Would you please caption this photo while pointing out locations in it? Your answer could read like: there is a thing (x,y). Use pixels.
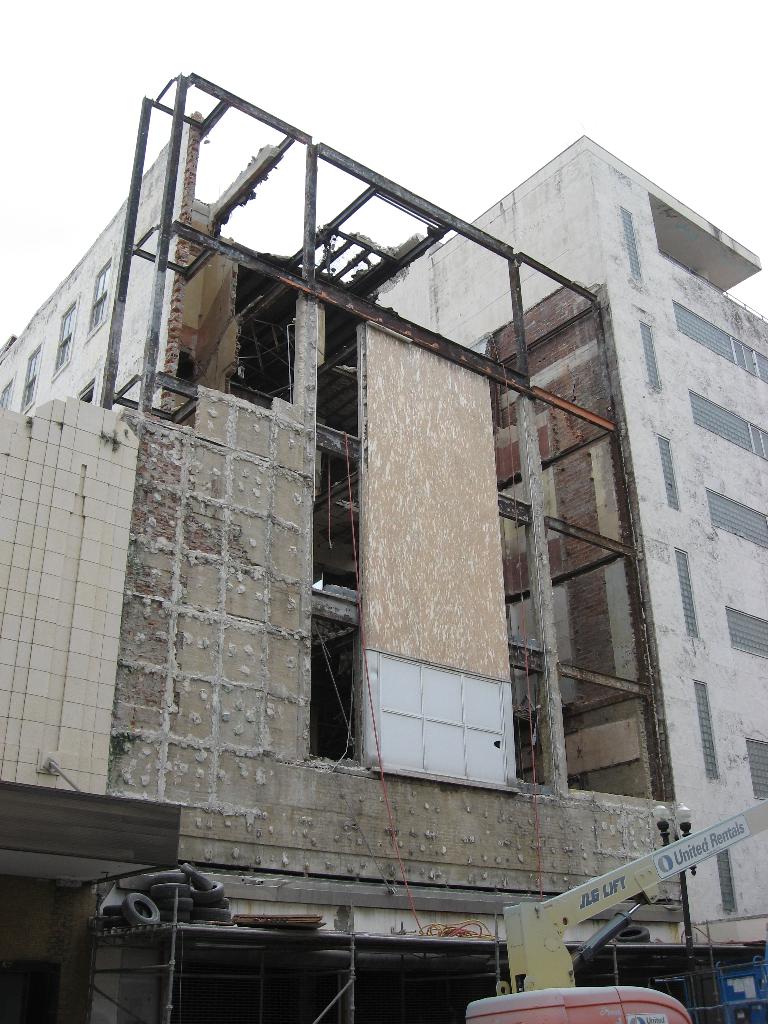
In this image, there is an outside view. There is building (330,470) in the middle of the image (291,410). There is a sky (378,129) at the top of the image (378,129).
